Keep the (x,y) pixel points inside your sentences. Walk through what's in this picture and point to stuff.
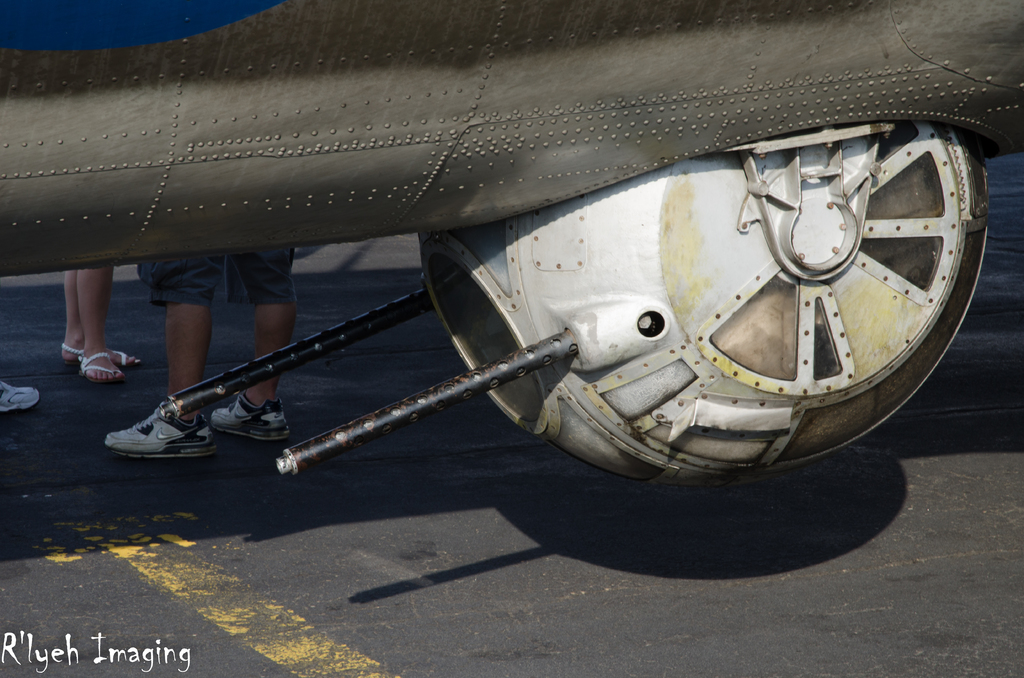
In the image we can see a vehicle (54,17). Behind the vehicle (297,456) few people (184,453) are standing.
